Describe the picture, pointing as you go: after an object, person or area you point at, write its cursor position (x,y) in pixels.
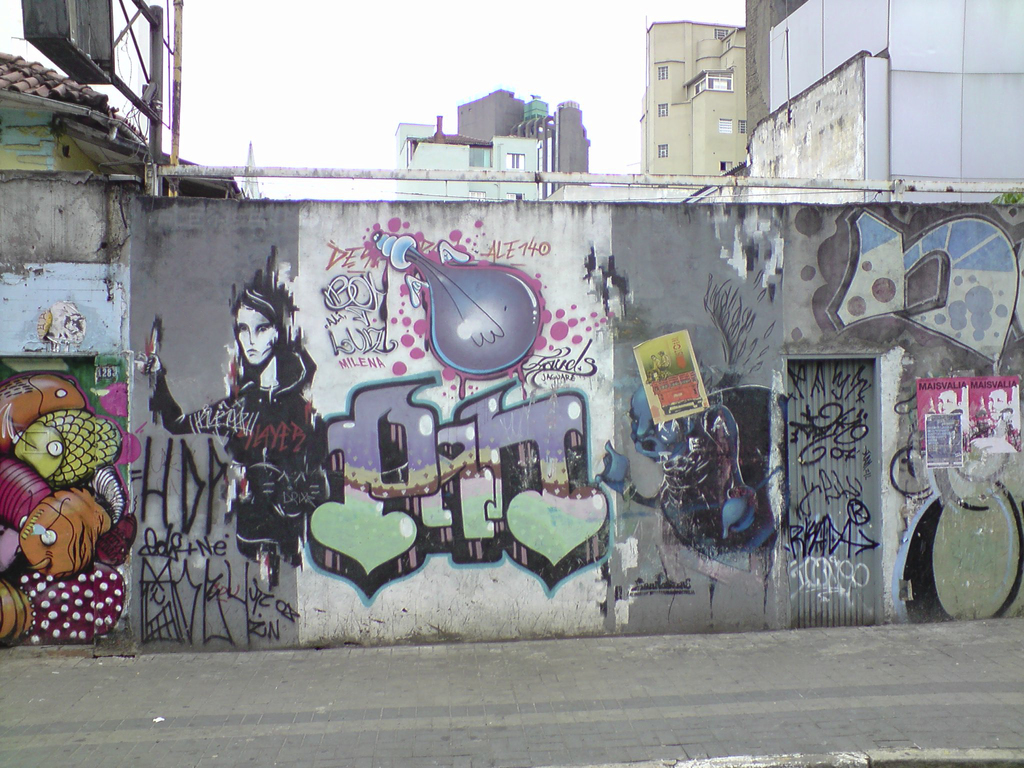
In this picture there are buildings (107,128) and there is a painting (346,409) of a person (255,557) and fishes (100,445) and bulb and text (380,514) on the wall (503,527) and there are roof tiles (87,89) on the top of the building (87,149) and there is a board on the pole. At the top (354,34) there is sky (499,42). At the bottom (778,715) there is a road (730,713).
